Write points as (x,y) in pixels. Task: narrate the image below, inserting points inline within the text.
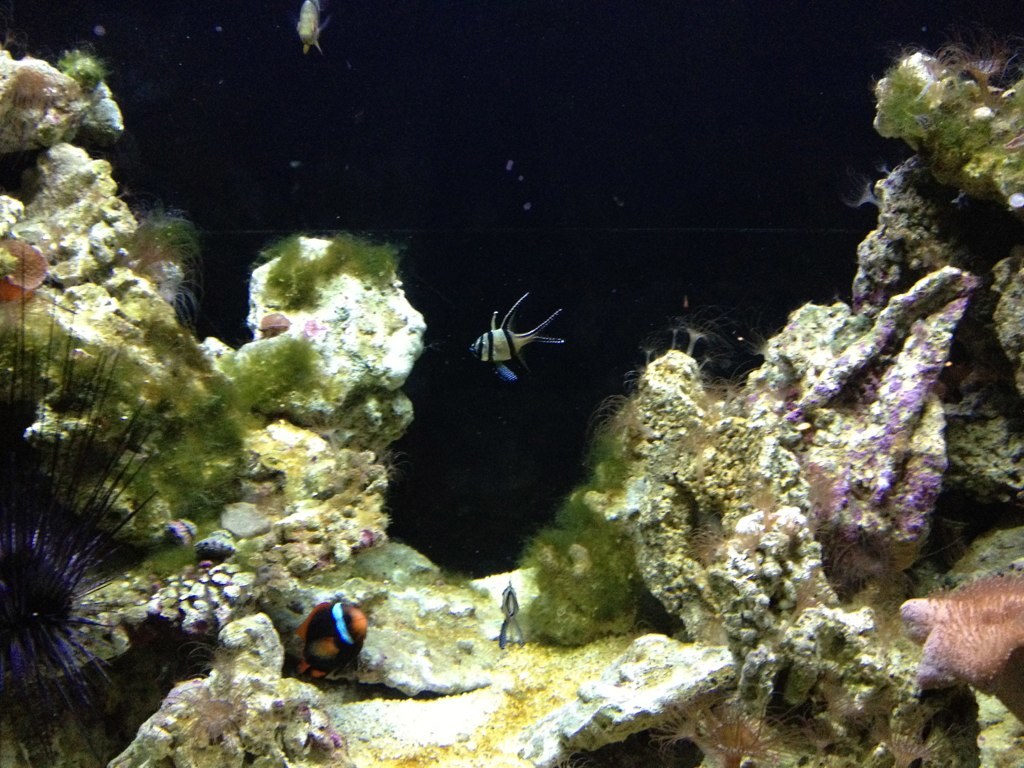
In this image, I can see different types of fishes (489,348) moving in the water (428,351). These are the rocks (306,478) and plants (601,605) under the water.
